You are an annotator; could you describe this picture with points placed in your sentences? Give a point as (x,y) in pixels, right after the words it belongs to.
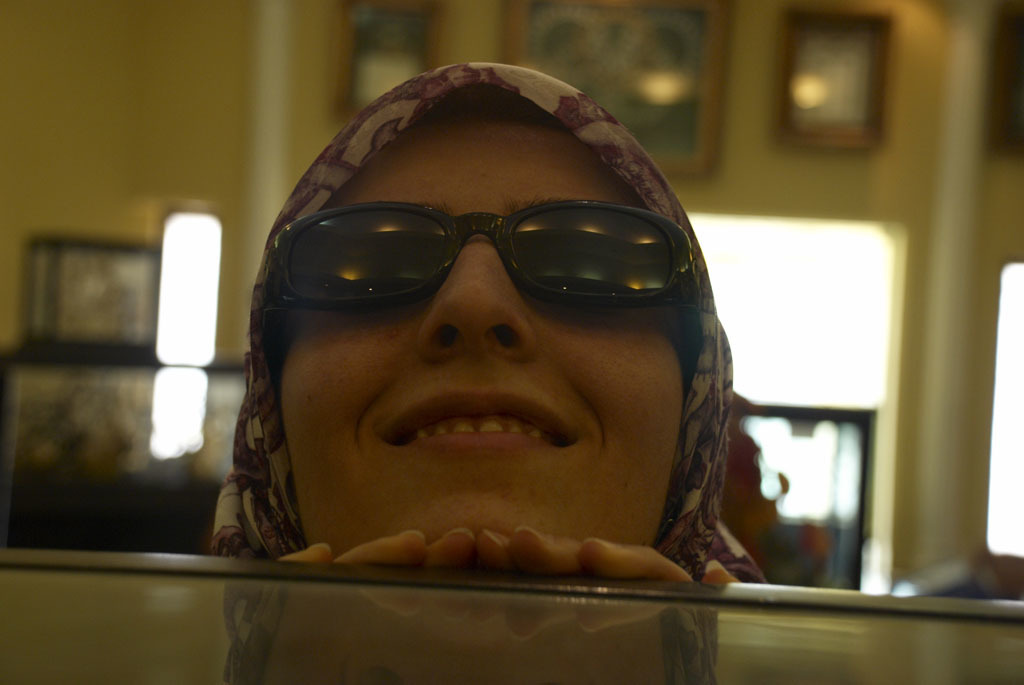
At the bottom of the image (298,593) we can see one glass object (457,598). In the center of the image (489,393) we can see one woman (605,423) is smiling, which we can see on her face (608,448) and she is wearing glasses (547,274). In the background (135,171) there is a wall (709,187), lights (714,241), photo frames (1000,45) and a few other objects (840,434).
